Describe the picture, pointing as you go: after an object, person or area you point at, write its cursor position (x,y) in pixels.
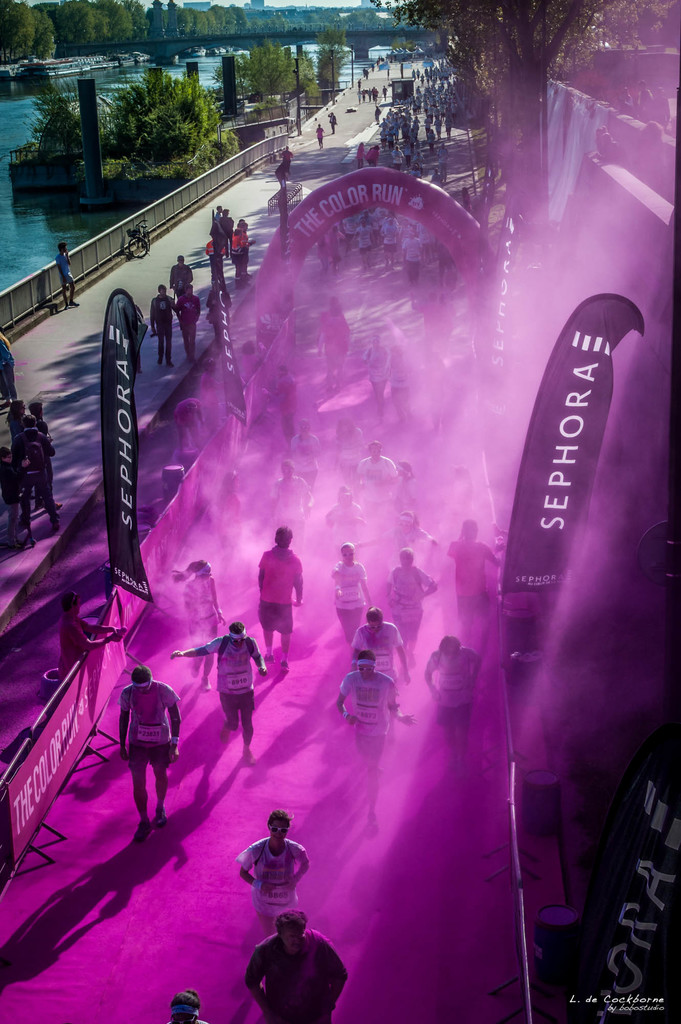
In this picture there are group of people (283,959) walking on the road (319,596) and there are banners (21,802). At the back (489,34) there are trees (505,16) and there are poles (675,93) and there is a vehicle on the road (292,165). At the top (319,3) there is sky (329,7). At the top left (47,335) there is water (32,228) and there is a road (34,354). At the bottom right (630,1000) there is text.
